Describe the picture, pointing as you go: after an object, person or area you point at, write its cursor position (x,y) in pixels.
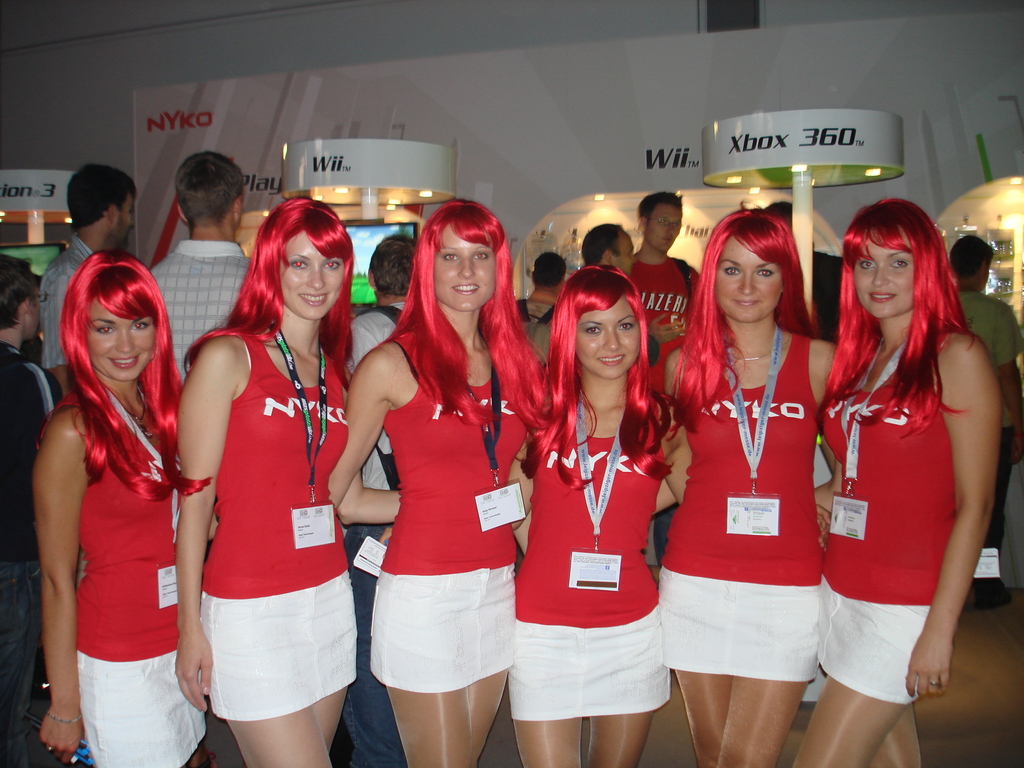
In this image we can see few people (573,509) are standing on the floor (980,730) and they are smiling. In the background (10,397) we can see people (1005,379), banner (700,171), lights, poles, monitors (387,231), wall (455,59), and other objects (987,555).
